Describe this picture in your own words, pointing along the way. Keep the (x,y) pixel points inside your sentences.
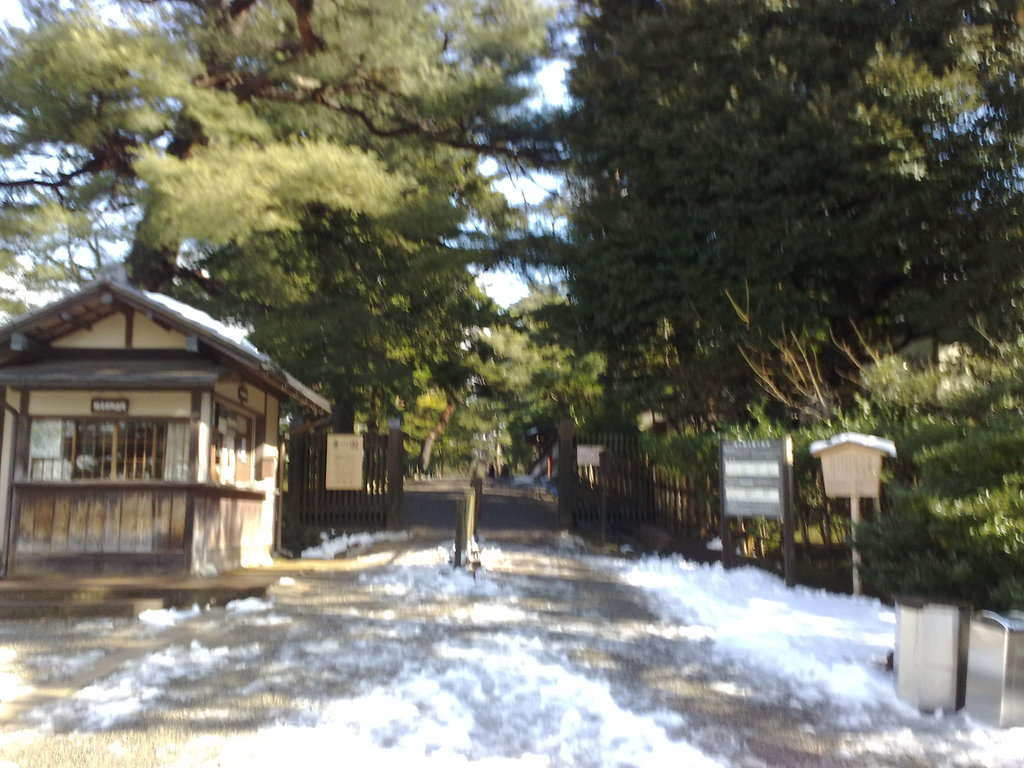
In this picture we can see snow (456,686) on the ground (488,702), here we can see sheds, fence (688,491), name boards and some objects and in the background (775,81) we can see trees (687,281), sky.
